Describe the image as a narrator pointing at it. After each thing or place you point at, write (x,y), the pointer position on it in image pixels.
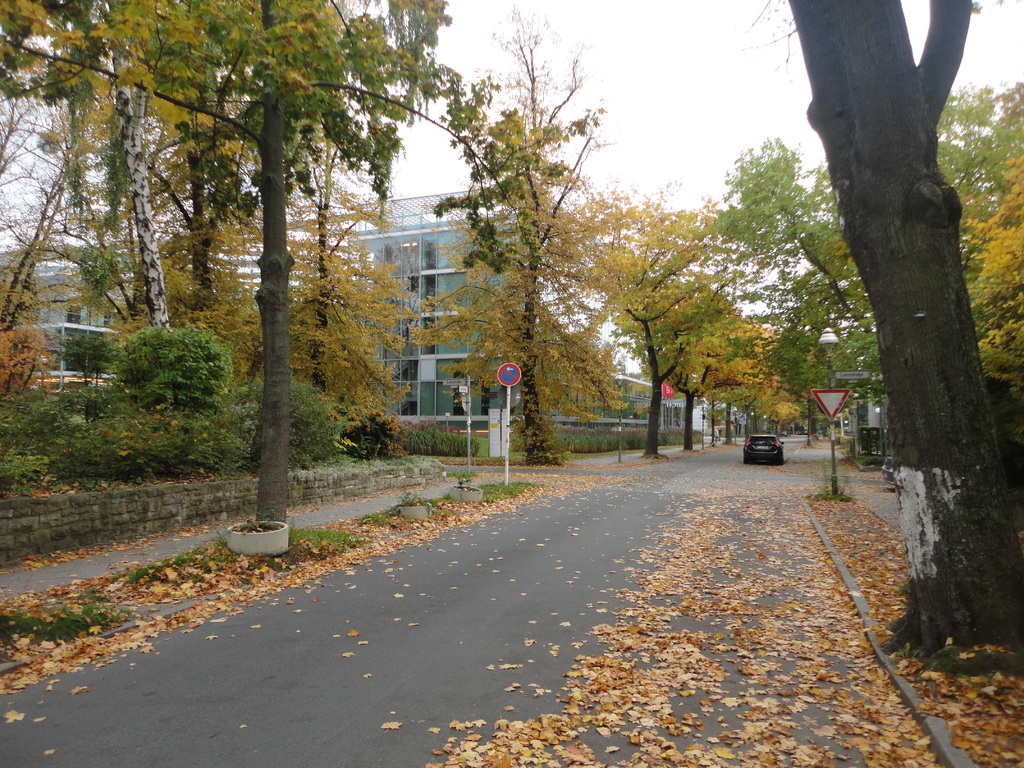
In this image, I can see dried leaves (676,551) and a vehicle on the road (634,495). There are trees (377,285), buildings (678,399) and sign boards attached to the poles (831,380). In the background (644,68), there is the sky (735,132).
